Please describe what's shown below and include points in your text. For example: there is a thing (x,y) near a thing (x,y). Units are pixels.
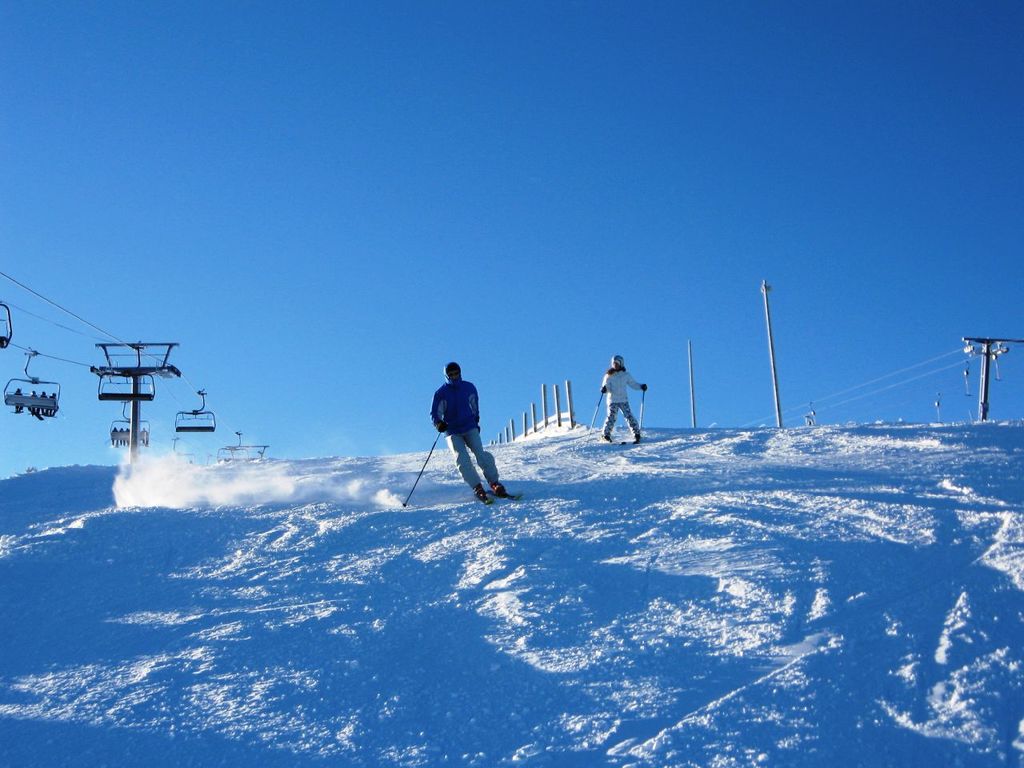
in this picture there is a snow (370,514) and two people (470,457) they are riding on the snow floor (564,440) with the two rods (641,424) in their hands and there are poles (557,418) on the way (433,487) of the snow floor (605,463).
